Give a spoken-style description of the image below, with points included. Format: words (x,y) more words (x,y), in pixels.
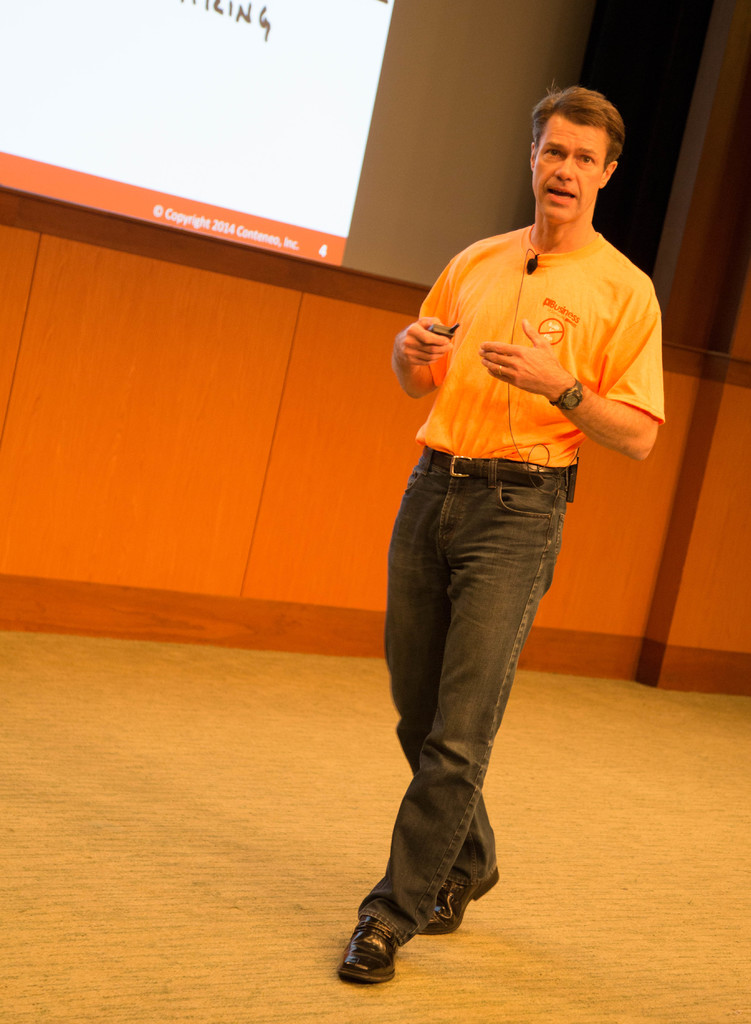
In the background (409,105) we can see the screen (79,38) and the wall (218,504). In this picture we can see a man (577,383) wearing t-shirt (588,344), wrist watch (567,407). We can see a microphone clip to his t-shirt (560,263). He is holding an object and talking. At the bottom portion of the picture (15,697) we can see the floor (15,697).
